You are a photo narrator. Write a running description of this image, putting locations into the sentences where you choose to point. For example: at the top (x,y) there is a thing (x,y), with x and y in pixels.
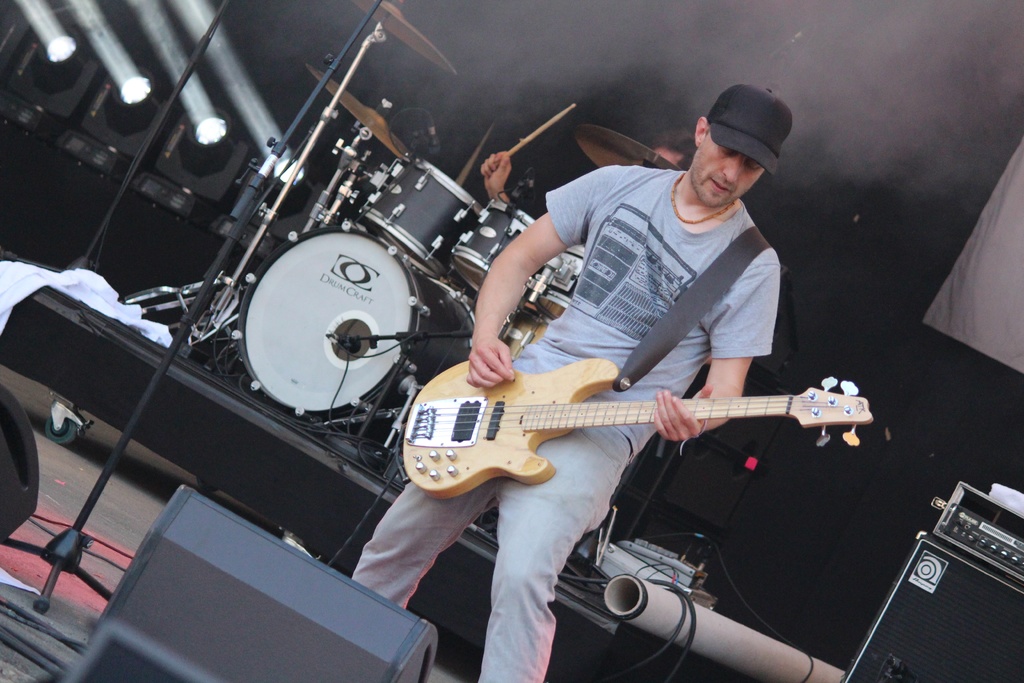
In this image I can see a man (626,348) is standing and holding a guitar (459,492). In the background (383,204) I can see a drum set (447,220) and a person (483,180).
